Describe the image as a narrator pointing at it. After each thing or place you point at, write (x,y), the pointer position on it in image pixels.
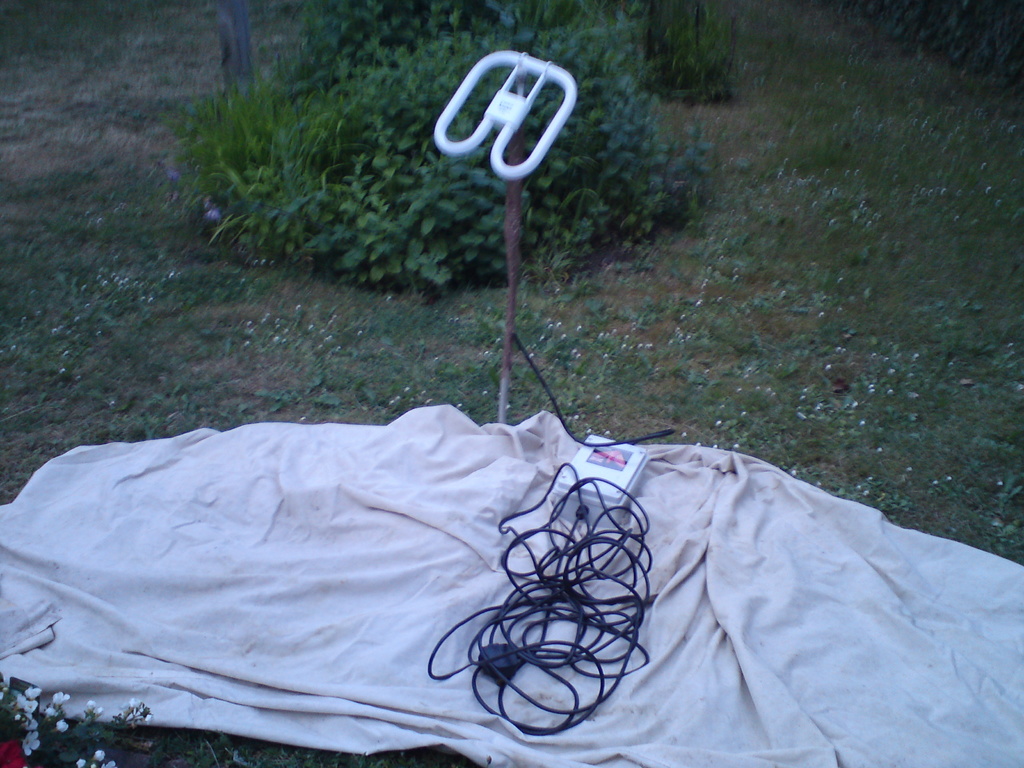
In this image we can see some plants (450,175), flowers (27,721), there is a cloth (528,560) on the ground (535,349), wire (517,344) is connected to electric box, also we can see handle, wooden stick (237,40), and grass (209,22).
